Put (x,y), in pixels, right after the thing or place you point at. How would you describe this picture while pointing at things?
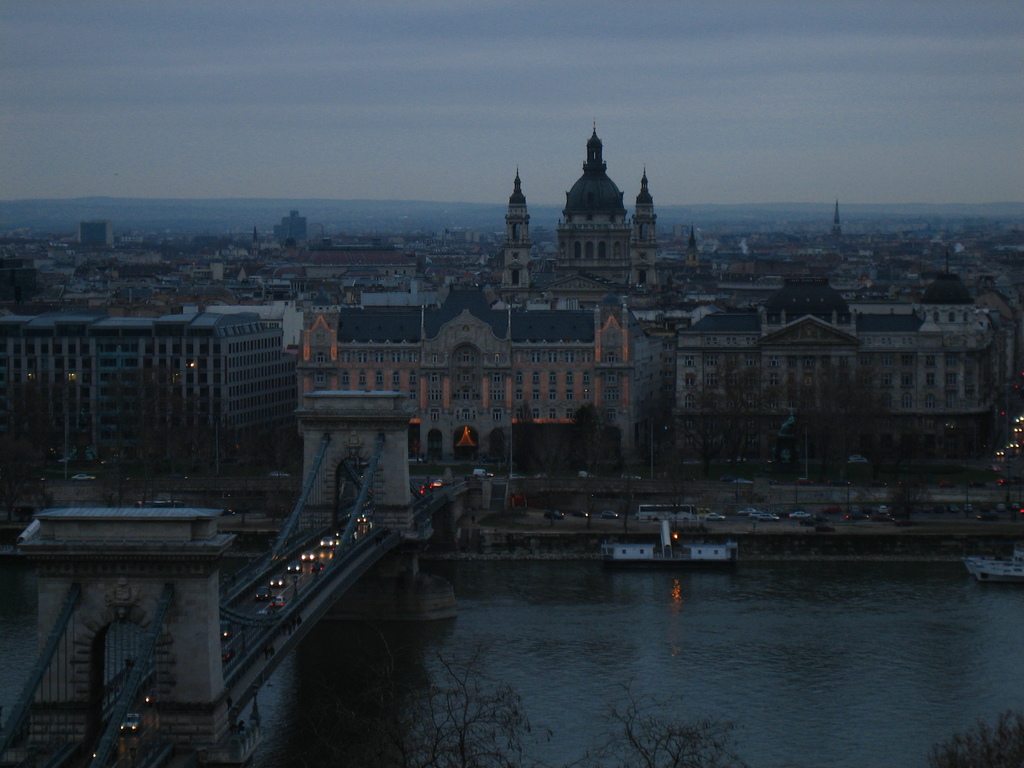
On the right side (919,615), there are boats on the water (886,614) and there are trees (1010,756) on the ground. On the left side (328,542), there are vehicles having lights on a road (247,603) which is on a bridge (392,484). This bridge (159,745) is built on a water (668,603) of a river (461,587). In the background (952,310), there are trees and buildings (576,350) on the ground (1021,460) and there are clouds (440,90) in the sky (270,85).
